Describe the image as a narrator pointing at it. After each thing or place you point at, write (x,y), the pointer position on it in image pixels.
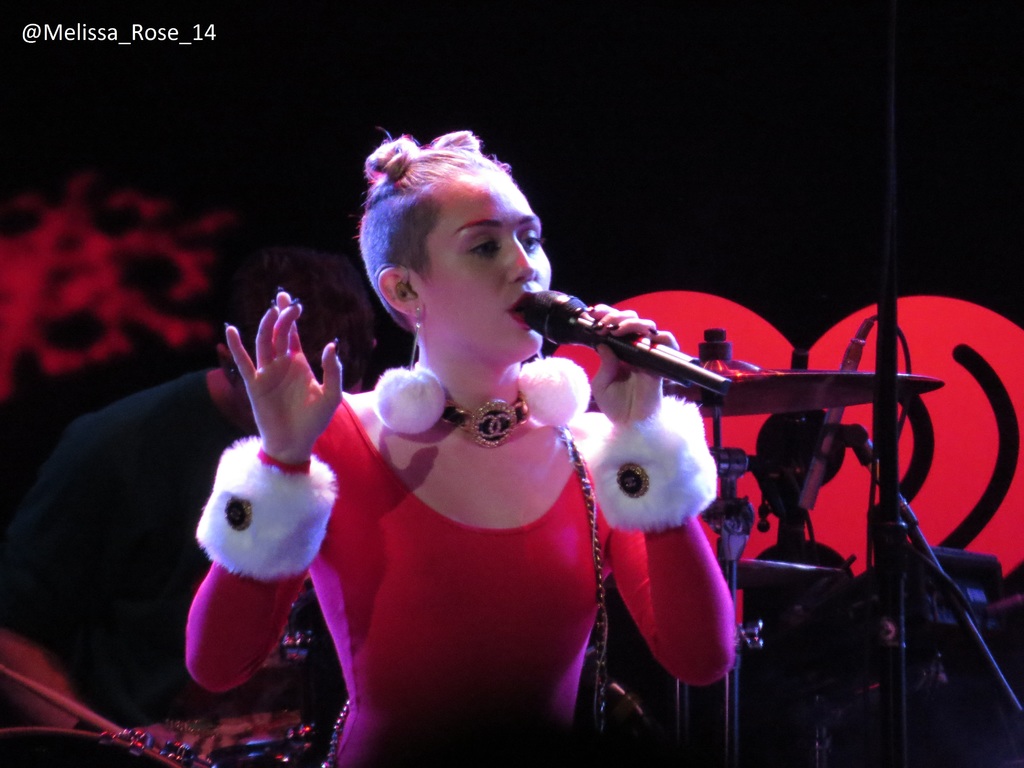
In this image I can see a woman (415,555) in red dress (417,574). I can also see she is holding a mic (580,313) and I can see this image is little bit in dark from background (776,193). Here I can see watermark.
